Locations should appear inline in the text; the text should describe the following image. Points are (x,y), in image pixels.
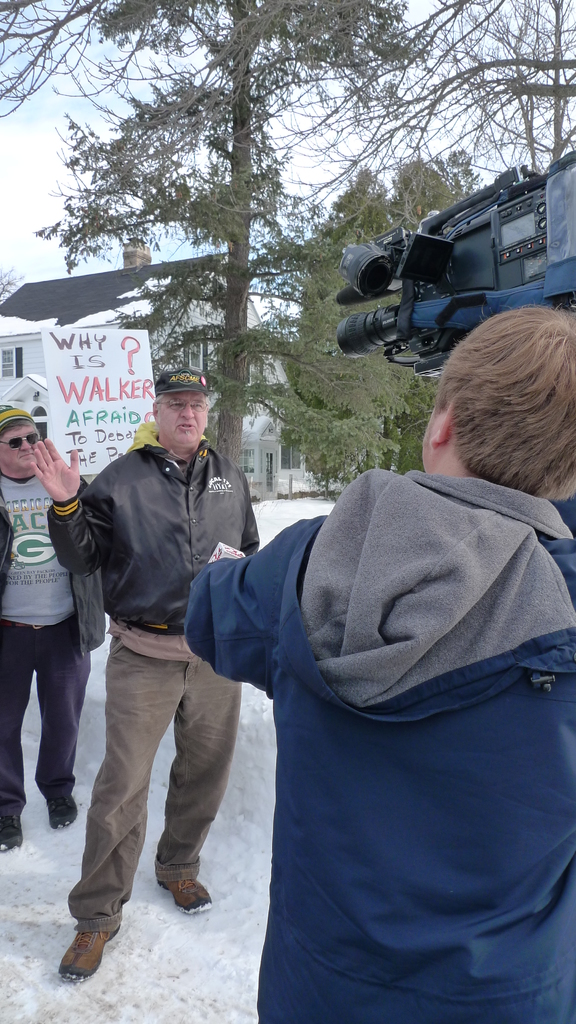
On the right side of the image (512,373) there is a person (463,569) standing. Beside the person (522,311) there is a video camera (473,283). On the left of the image (170,414) there are two men (109,478) and also there is a poster (97,398) with text (100,418) on it. On the ground (221,835) there is snow (221,835). In the background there are trees (401,38). Behind the trees (340,247) there is a building (105,282) and also there is sky (32,131).
